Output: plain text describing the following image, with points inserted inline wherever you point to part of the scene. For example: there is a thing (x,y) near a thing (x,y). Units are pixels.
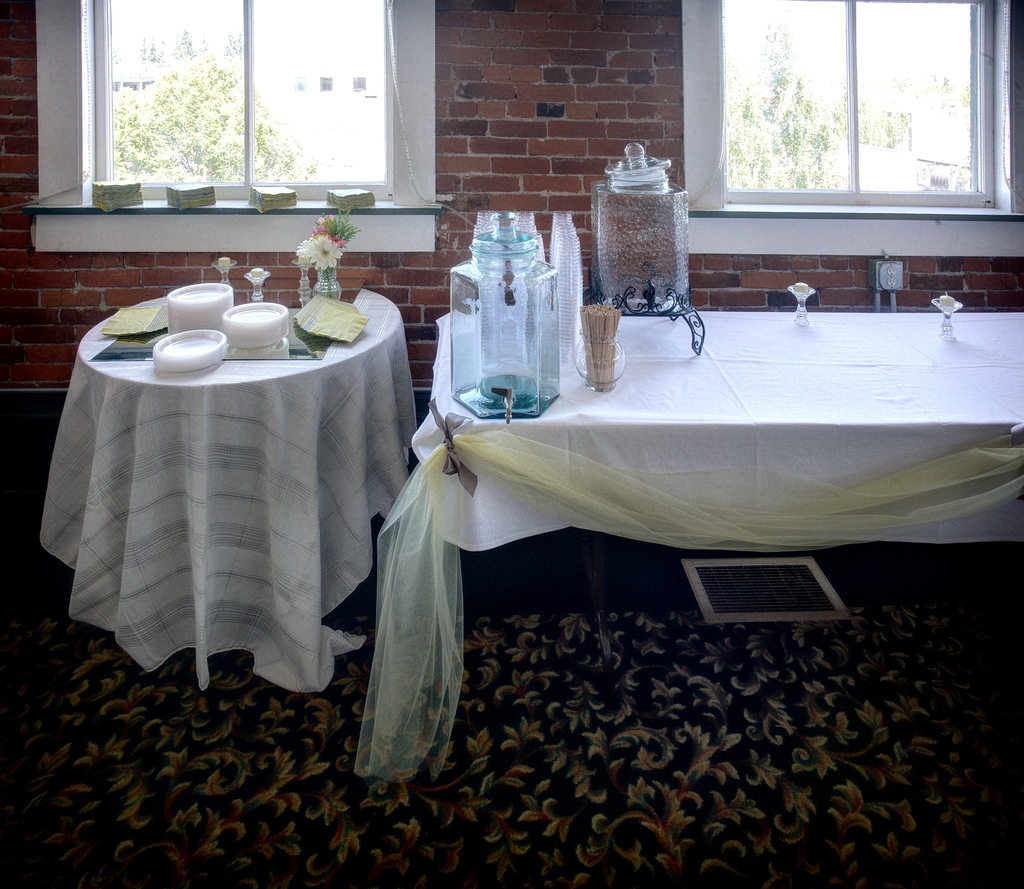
In the picture we can see two tables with a table cloth (118,521) on it and on it we can see some plates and flower vase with flowers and on the other table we can see some jars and behind it we can see a wall (612,47) with windows (413,118) and glasses (274,66) to it and from it we can see some plants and on the floor (15,745) we can see floor mat (28,740) with some designs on it.
